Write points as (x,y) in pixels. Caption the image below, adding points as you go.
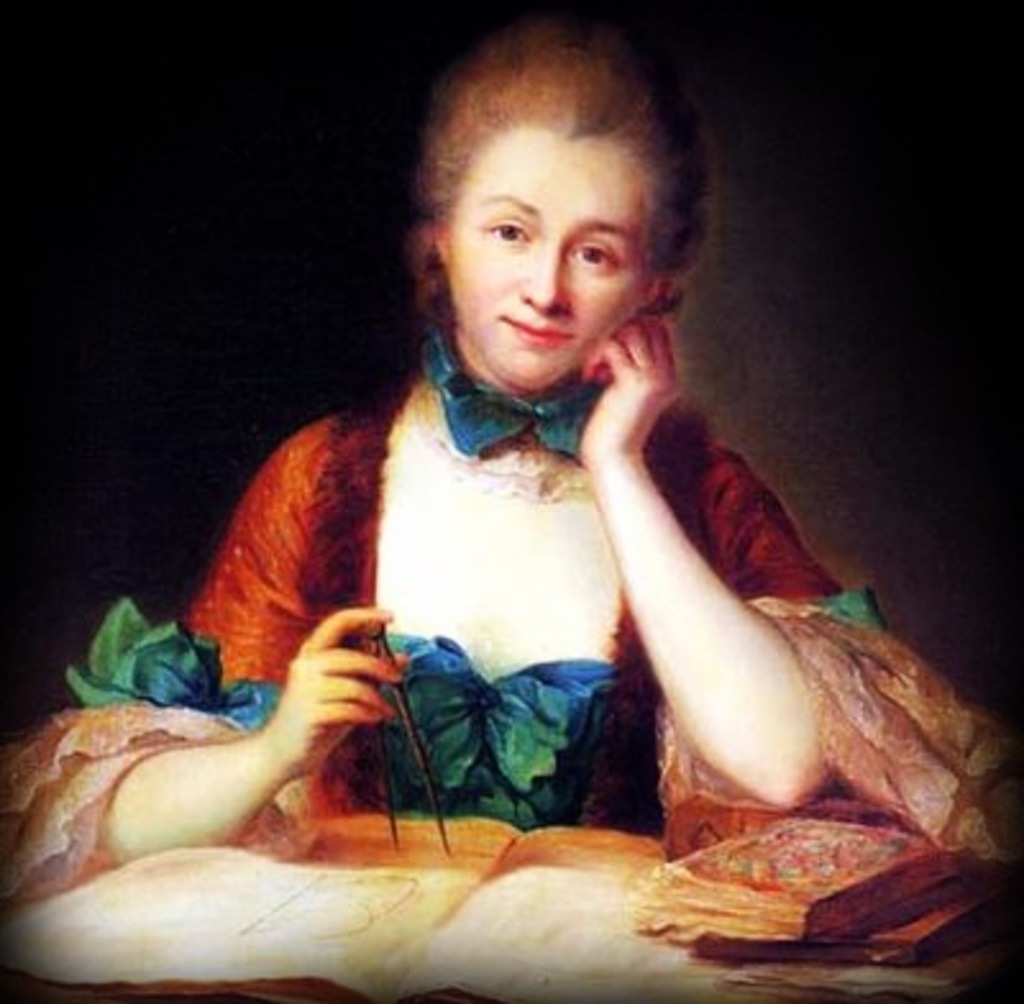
Here we can see woman (479,672) holding an object (380,632), in front of this woman (530,742) we can see books (311,897). In the background (354,87) it is dark.
